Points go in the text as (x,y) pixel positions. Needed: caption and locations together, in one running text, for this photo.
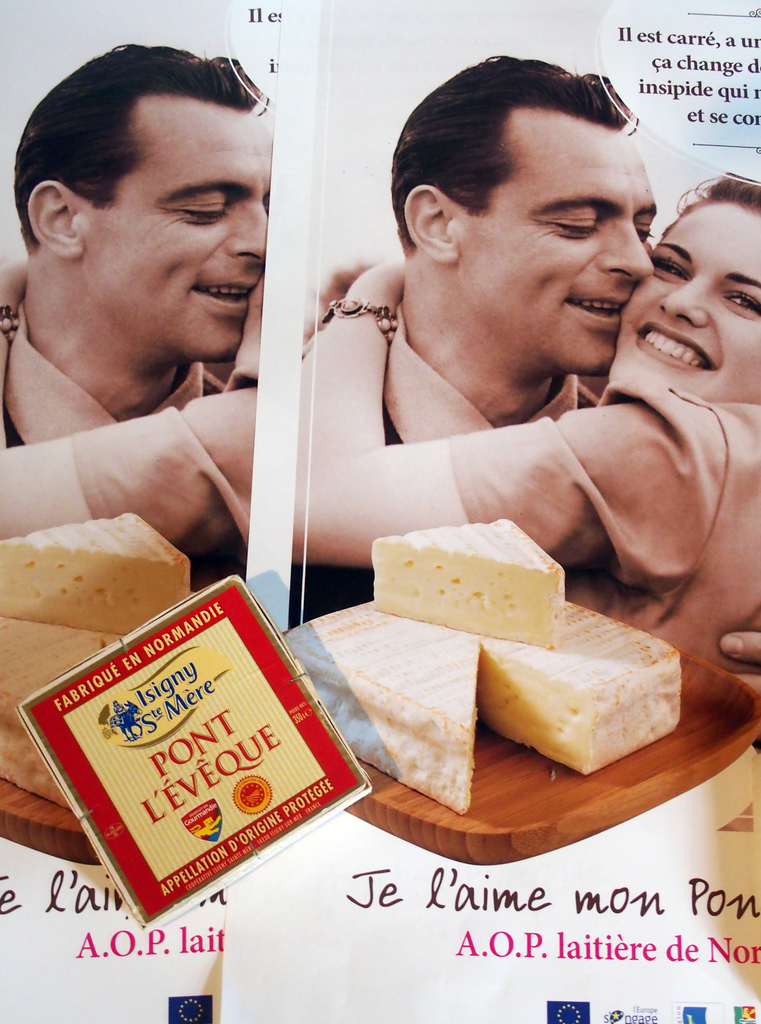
In this picture we can see the posters (521,468). There is a man (465,253) who is holding a woman (525,479). Beside that we can see the cheese (597,742) on the table (541,813). In the top right corner (660,32) there is a quotation (746,94).
